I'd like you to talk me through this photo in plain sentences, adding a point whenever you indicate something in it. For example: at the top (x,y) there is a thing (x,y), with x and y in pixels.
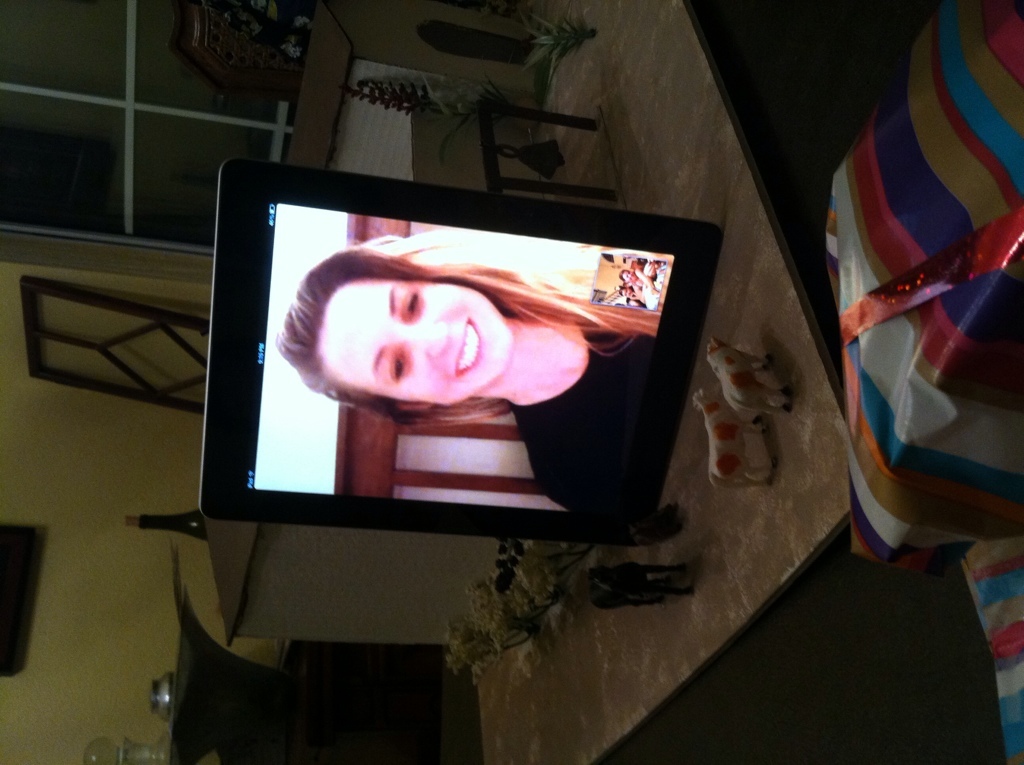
In this picture there is a tablet screen (317,477) which is placed on the table (614,639). On the table (738,487) I can see some toys (752,462), flowers (540,621) and other objects (454,572). In the screen (499,249) I can see the woman (451,407) who is wearing a black t-shirt (576,441). At the top right corner of the screen (651,259) I can see another box (651,283) and some people (621,288) were smiling. On the left (6,575) I can see the frame (10,554) which is placed on the wall (68,605). on the right (957,160) I can see the gift (928,154).
